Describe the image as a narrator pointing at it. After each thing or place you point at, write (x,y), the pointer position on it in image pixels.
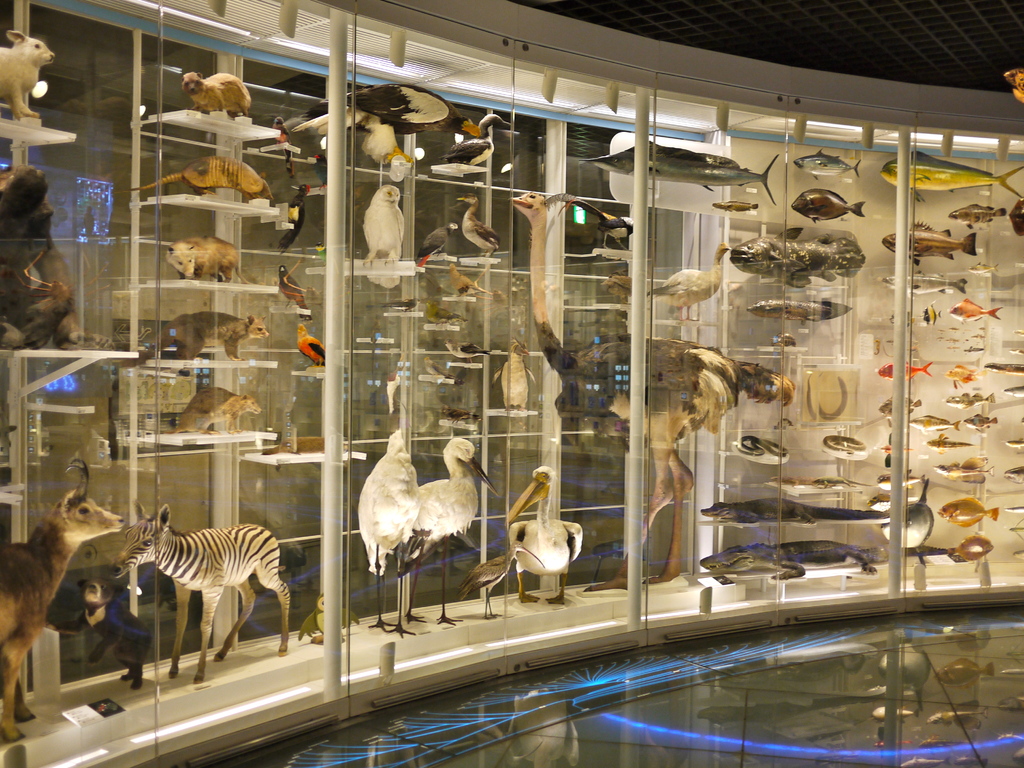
In the picture we can see a glass cupboard (251,204) inside it, we can see some animals (45,541), birds (399,625) and different kinds of fishes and reptiles (798,563) and near to it we can see a floor (801,710) with a blue color lighting (635,724) on it.
